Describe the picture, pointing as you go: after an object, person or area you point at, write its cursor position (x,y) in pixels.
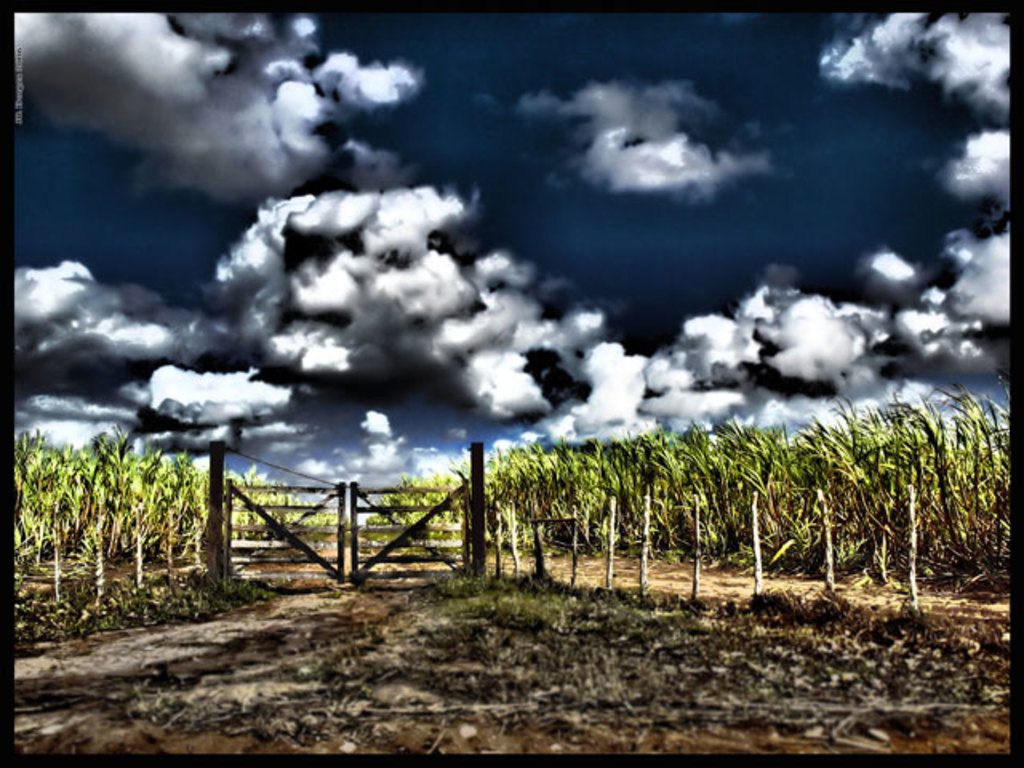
In this picture in the front (529,641) there is dry grass (523,679). In the center (469,483) there is a gate (339,528) and in the background (155,523) there are plants (569,484) and the sky (477,222) is cloudy and this is an edited image.
